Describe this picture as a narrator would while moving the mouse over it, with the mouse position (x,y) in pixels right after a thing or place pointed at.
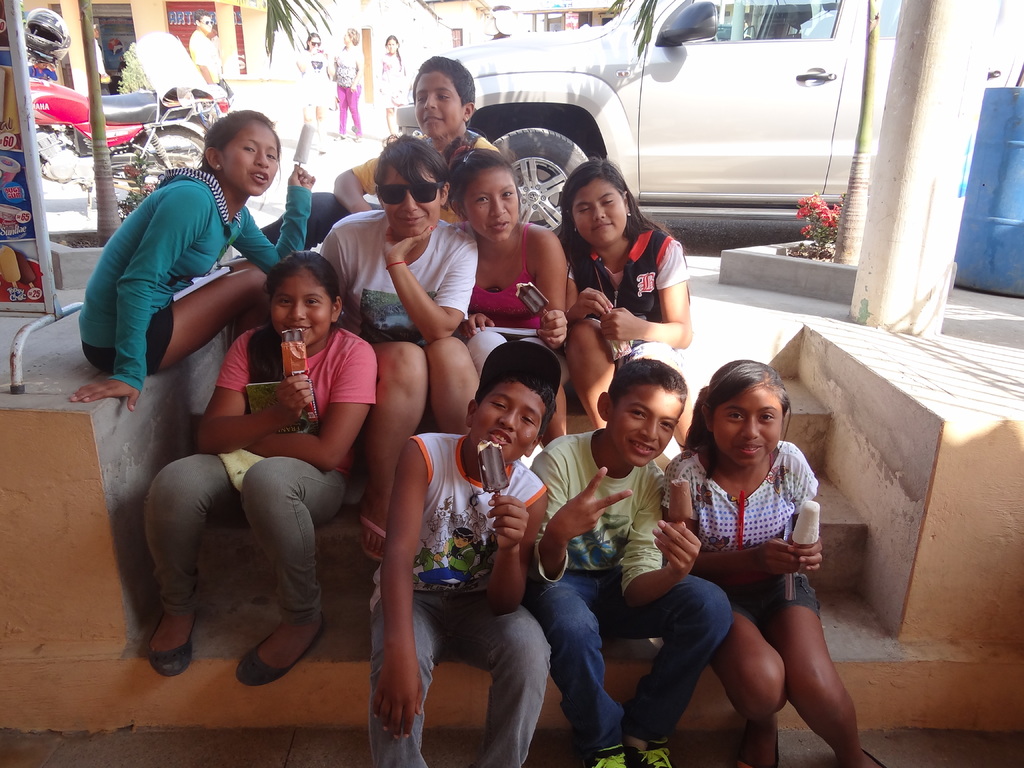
In this image, we can see people (466,431) sitting on the stairs (360,529) and are holding ice cream bars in the background (362,81), there are vehicles (583,56), boards (31,139), people (348,47), trees (95,69) and some plants (822,196) and there is a pillar (953,159) and a drum (992,173) and we can see some sheds (431,22).
